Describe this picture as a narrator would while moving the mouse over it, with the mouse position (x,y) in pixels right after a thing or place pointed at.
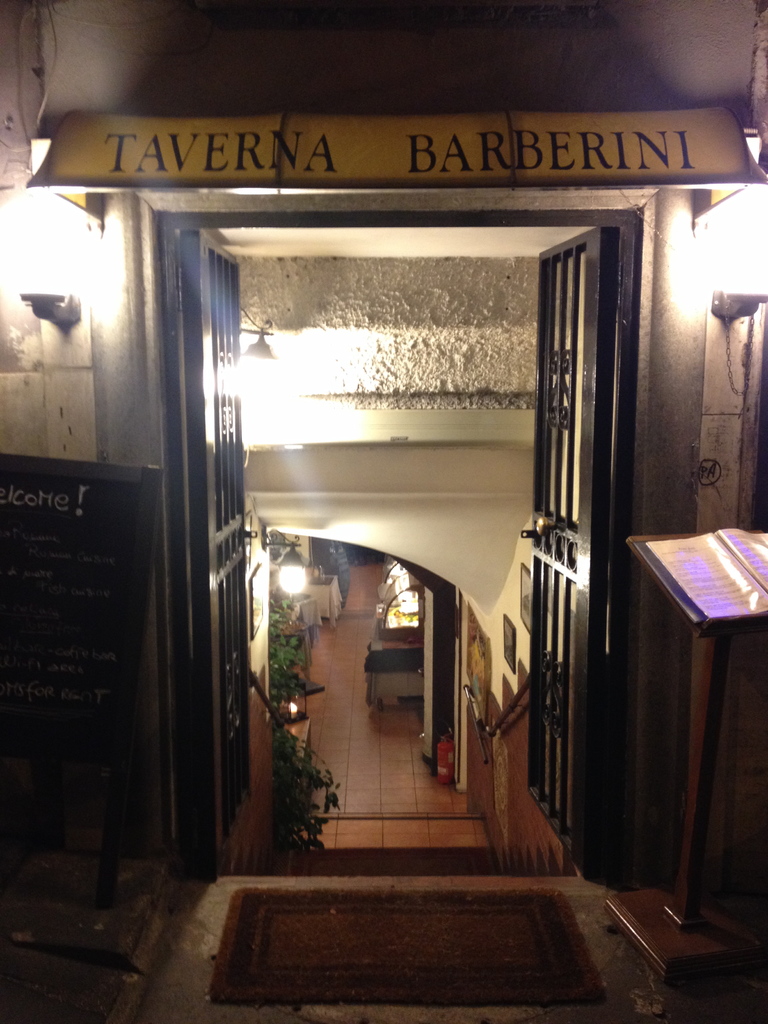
In this image I can see the inner part of the house (385,361). I can also see the door (183,469), few plants (287,600) in green color and I can also see few lights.
